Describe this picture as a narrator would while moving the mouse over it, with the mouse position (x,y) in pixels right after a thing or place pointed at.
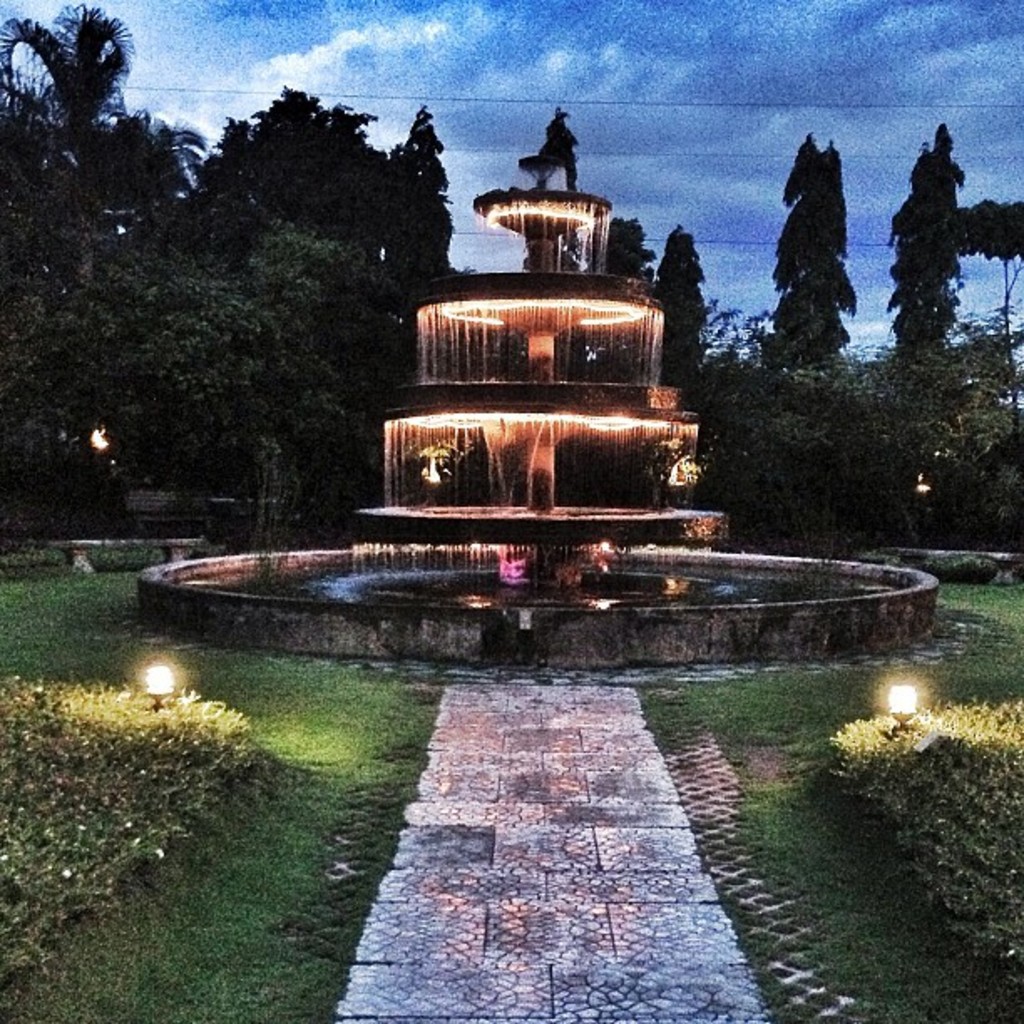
In this image, we can see a fountain (562,495) and some water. We can also see the ground (606,781) with some grass (396,726), plants (150,726) and lights (143,671) on it. We can also see some trees (900,333). We can also see the sky (674,111) with some clouds (683,178).
